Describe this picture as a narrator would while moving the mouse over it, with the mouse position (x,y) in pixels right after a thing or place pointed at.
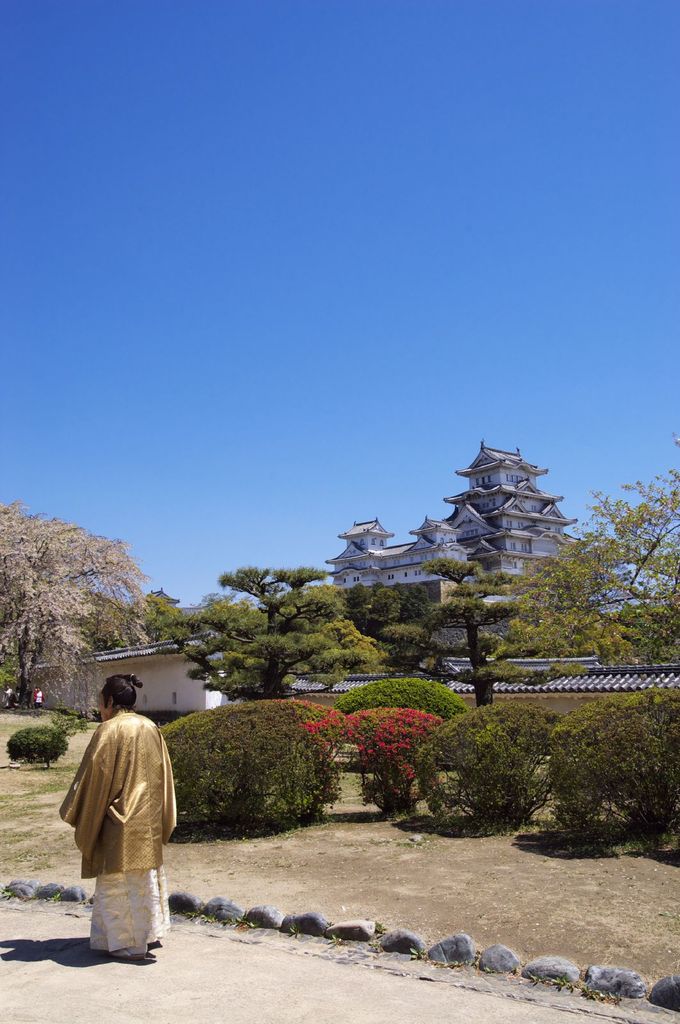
In this image we can see a person (127,917) standing on the left side of the image (119,827) and there are some plants (222,806) and trees (42,568) and we can see the castle (524,478) in the background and at the top (388,135) we can see the sky (388,135).
